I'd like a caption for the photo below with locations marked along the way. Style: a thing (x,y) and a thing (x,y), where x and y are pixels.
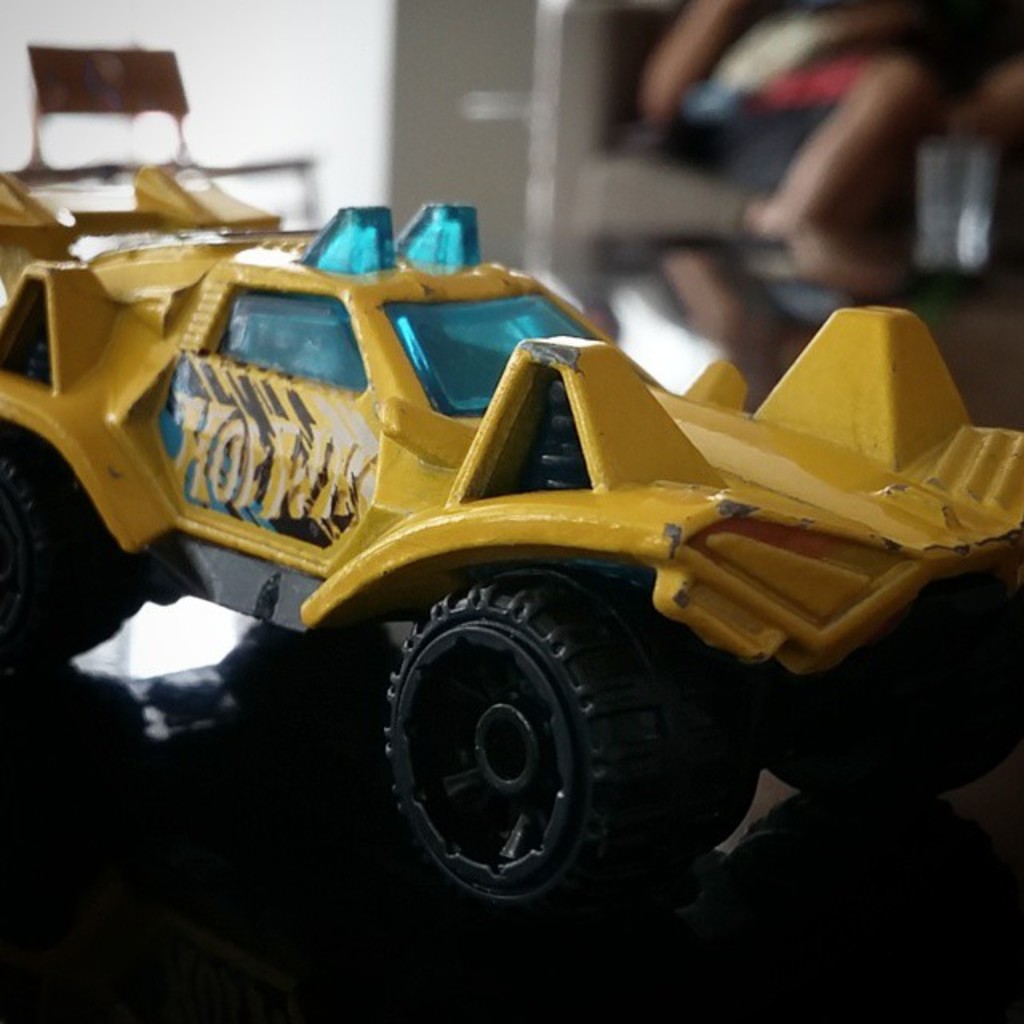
In this image we can see a toy vehicle (333,356) on a platform (784,1016). In the background (534,239) the image is blur but we can see objects (680,177).
